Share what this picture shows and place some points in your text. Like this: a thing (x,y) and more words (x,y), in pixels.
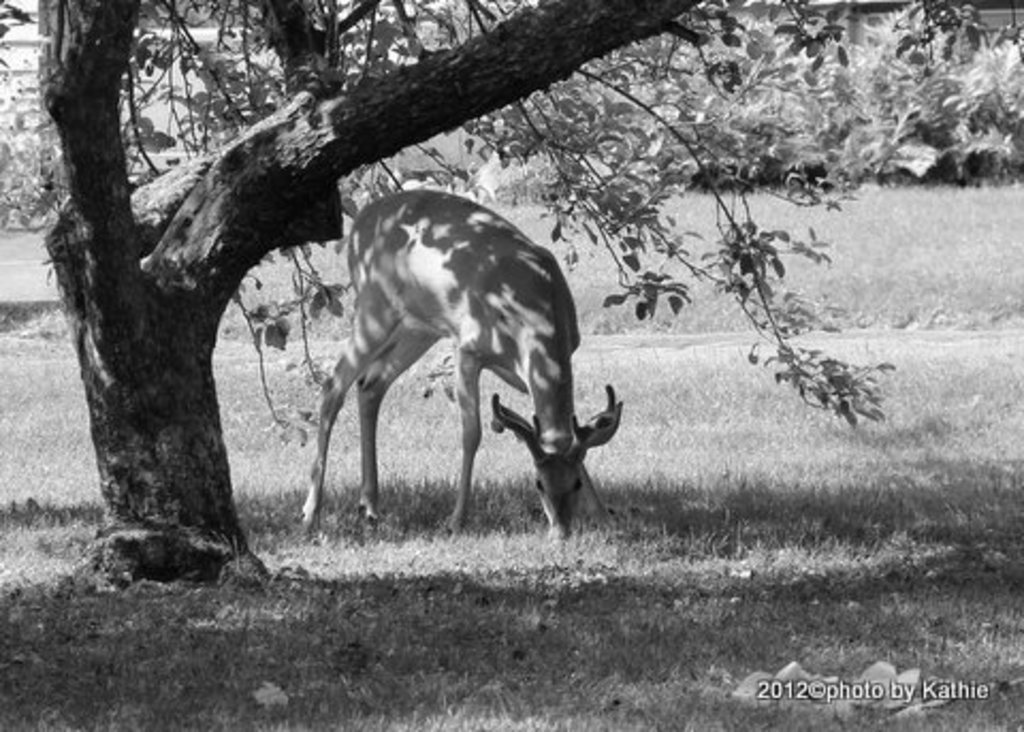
In this black and white image, we can see an animal (571,474) under the tree (236,160). There is a grass (685,641) on the ground (339,628).
